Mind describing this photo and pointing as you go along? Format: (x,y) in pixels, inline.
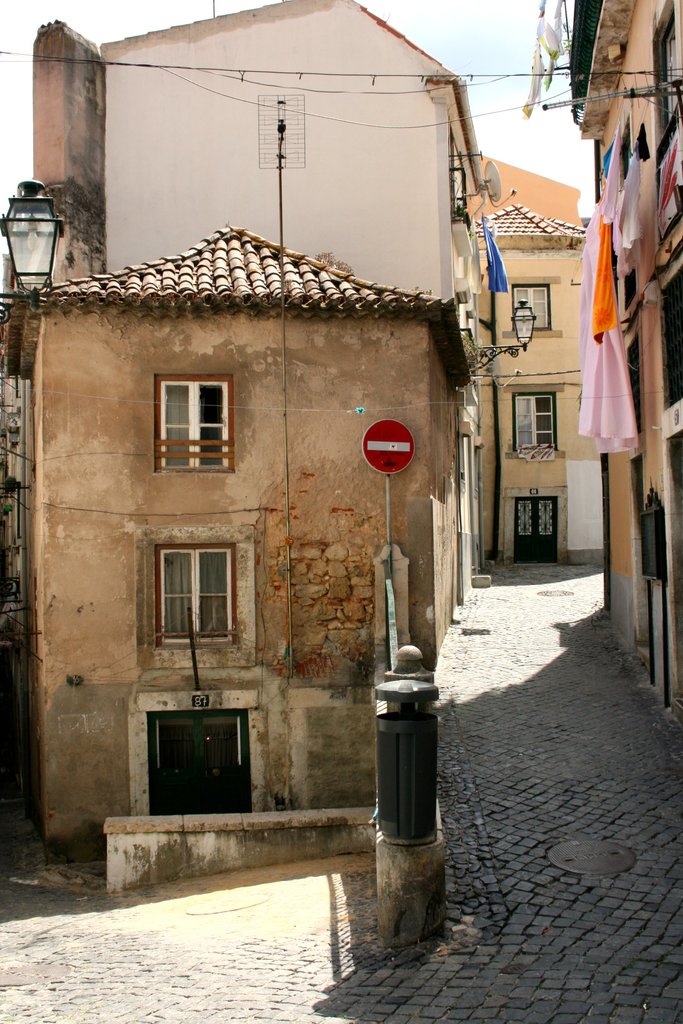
In this image I can see few buildings (446,410), few lights (25,243), few clothes (500,258) and number of windows (675,390). I can also see a red color sign board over here.
